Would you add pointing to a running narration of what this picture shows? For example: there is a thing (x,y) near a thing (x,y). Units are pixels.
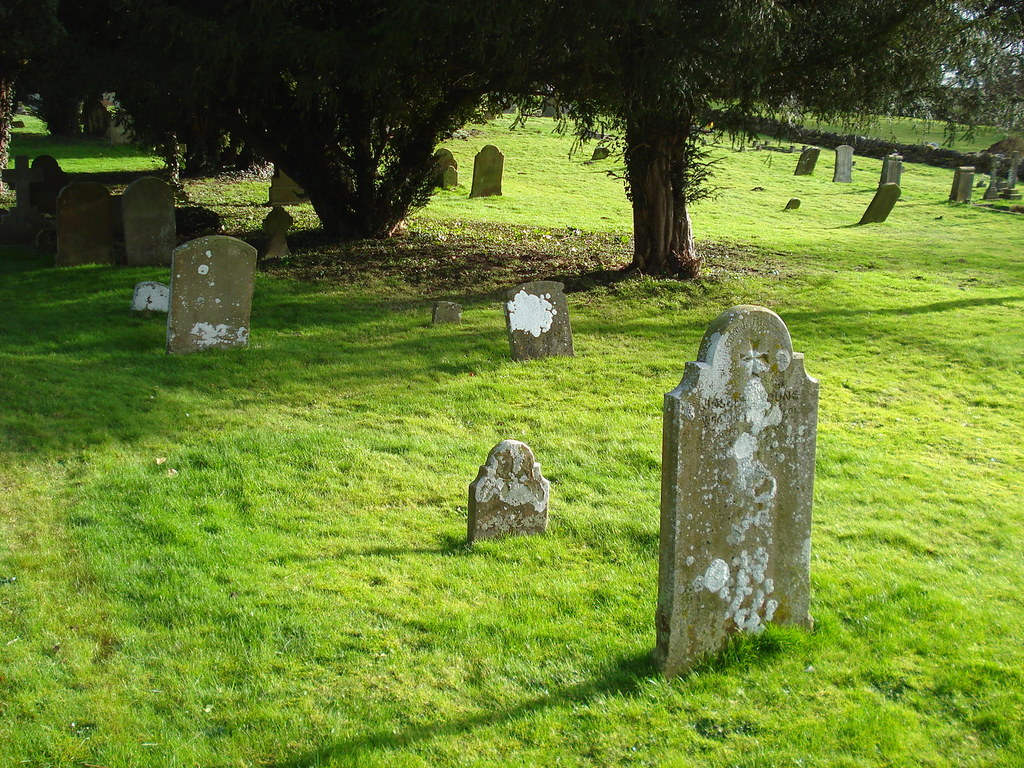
In this picture, on the right side (941,39), we can see some trees (967,30), we can also see some memorial (715,431) on the right side (730,392). In the background (401,216), we can see a memorial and some trees (401,216).
